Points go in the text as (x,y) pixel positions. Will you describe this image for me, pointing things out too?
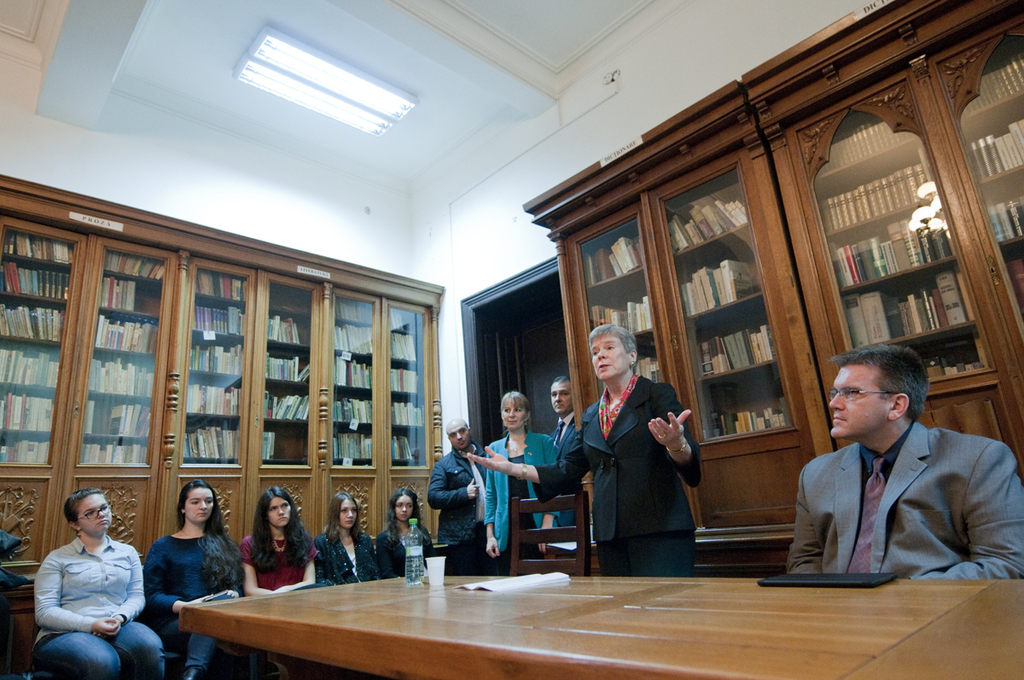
In front (727,642), we can see table (732,654) on which laptop (782,578), papers (497,587), glass (440,574) and water bottle (415,551) is placed. We can see many people (268,560) sitting on the chairs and four of them are standing. The woman (609,459) in black blazer (636,496) is talking to the people (62,582) sitting on the chairs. To the right of this picture (831,489), we can see man (910,519) in grey blazer (887,521) watching her. He is wearing spectacles (874,394). Five (201,550) on the left of the table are sitting on the chair (5,627) and watching and listening to the woman (631,459). Behind them, we see a rack (150,390) or a cupboard (173,352) with bunch of books (132,385). Beside them we see two men (563,391) and a woman (508,508) standing. Beside, behind them we find a door (518,343) and a wall (482,243) which is white in color.
